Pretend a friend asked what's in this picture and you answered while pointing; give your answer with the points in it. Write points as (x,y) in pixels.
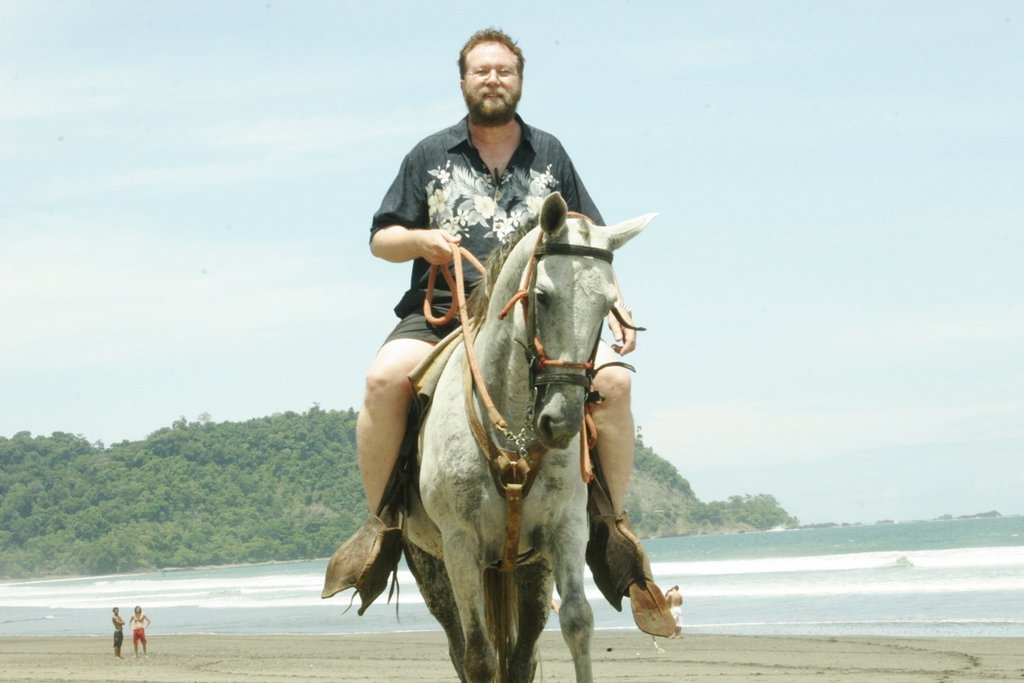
There is a man (370,394) on the horse (532,394) in the foreground area of the image (434,438), there are people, it seems like a beach (385,647) and a mountain (309,490) and the sky (123,360) in the background (123,360).
